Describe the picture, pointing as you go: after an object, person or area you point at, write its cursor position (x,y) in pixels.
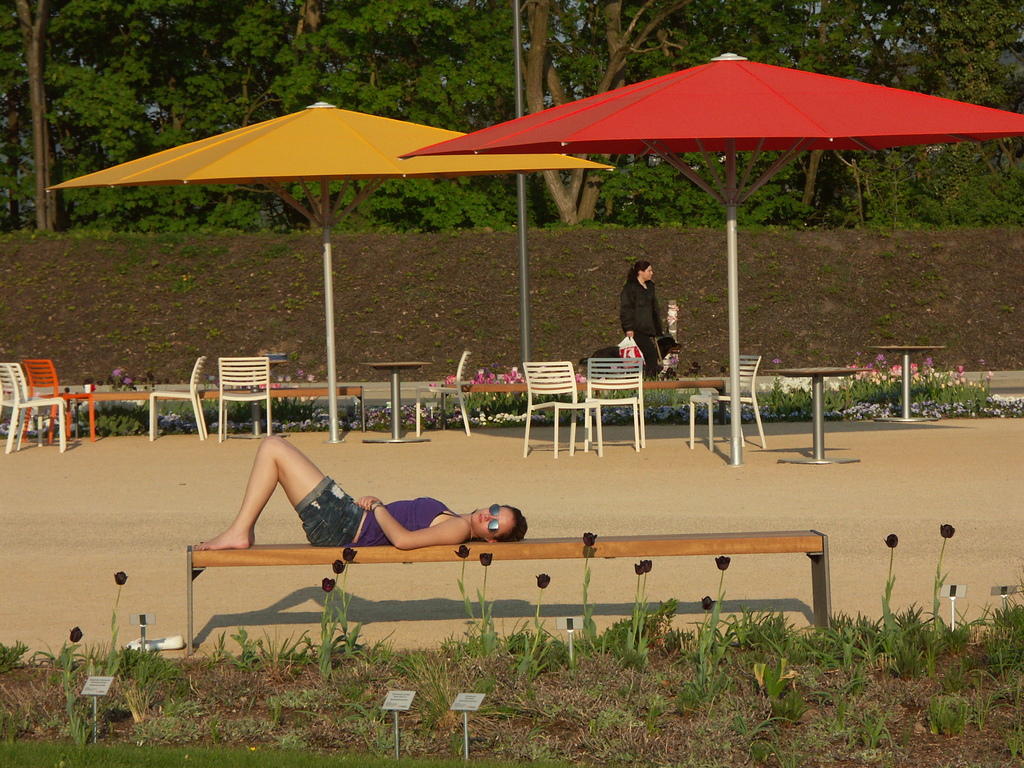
This picture shows a woman (408,523) laying on the bench (478,545) and she wore sunglasses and we see another woman (629,326) walking and she is holding a carry bag (622,343) in her hand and we see a dog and we see couple of umbrellas (325,150) and trees (742,179) and few chairs (458,376) and tables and plants (479,376) with flowers (917,403).
